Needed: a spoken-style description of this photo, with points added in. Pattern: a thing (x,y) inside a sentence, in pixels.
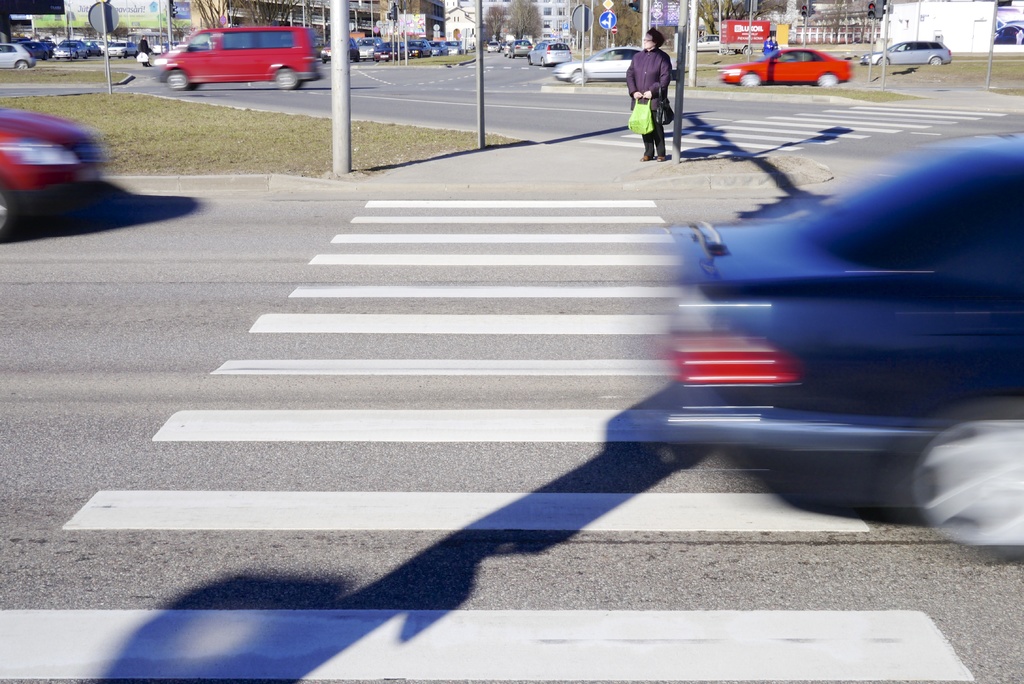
In this picture I can see the road (480,208) on front on which there are number of vehicles (957,153) and I see number of poles (693,24). In the background (526,18) I see number of buildings (964,19) and trees (711,15) and in the middle of this picture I see a person (633,77) who is standing.
